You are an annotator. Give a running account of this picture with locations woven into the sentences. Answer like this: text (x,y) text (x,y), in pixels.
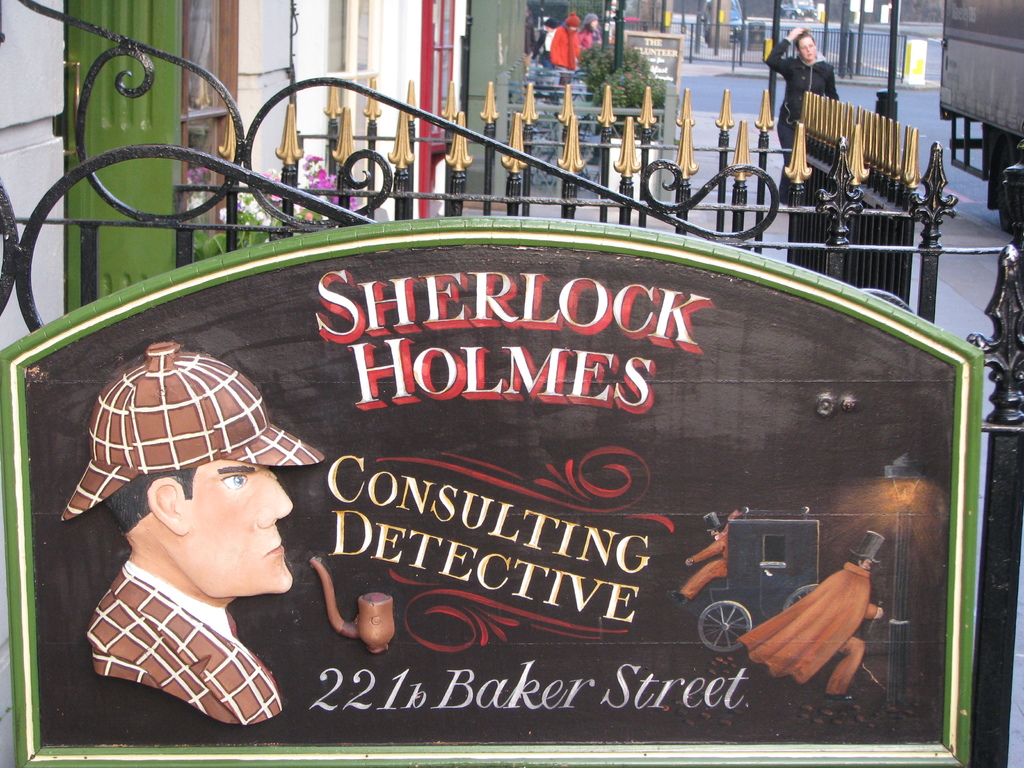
In this picture I can see name boards (542,244), there are group of people (785,124) standing, there are iron grilles (723,147), there are vehicles (952,98) on the road (750,82) and there are plants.
